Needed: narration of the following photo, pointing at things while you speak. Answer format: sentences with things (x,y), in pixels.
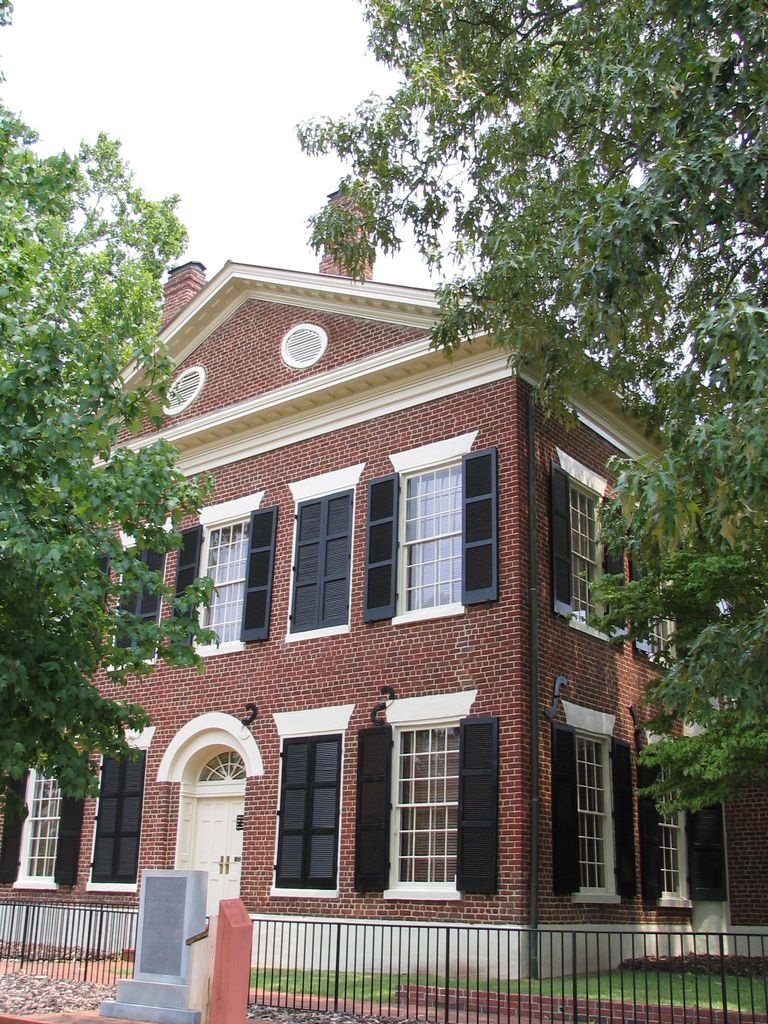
In this image I can see a building (279,670), number of windows (317,890), white colour doors (213,847) and few trees (576,96).
